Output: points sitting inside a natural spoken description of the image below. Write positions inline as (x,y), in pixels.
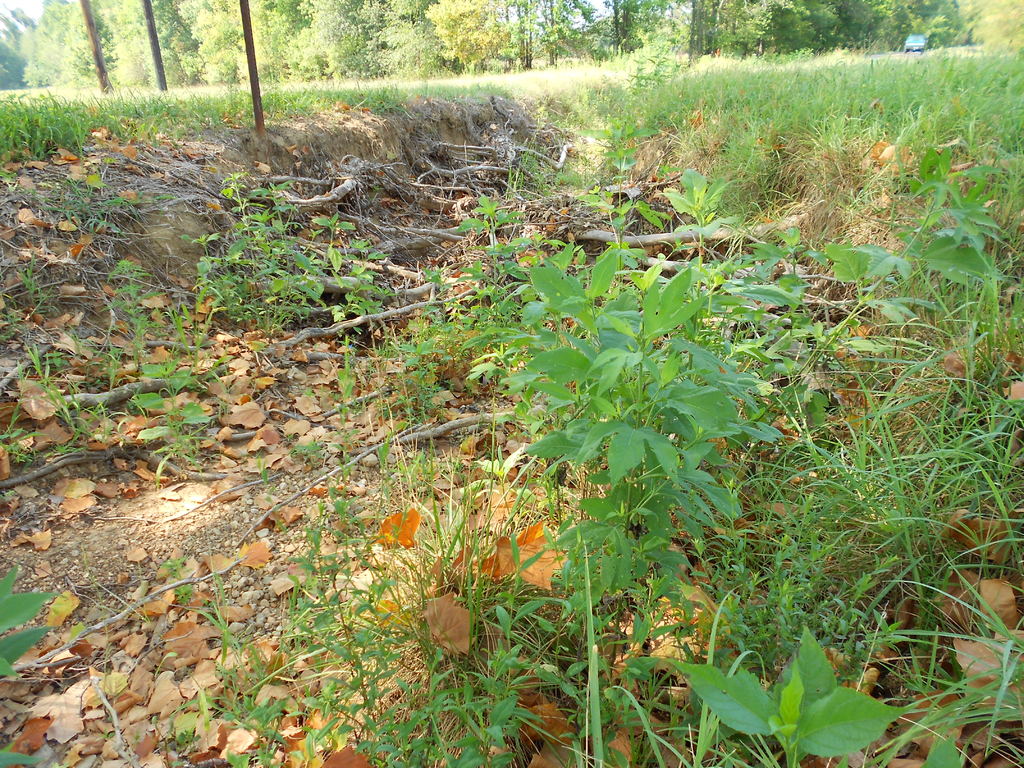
In image there is a grass (738,84) on a land (225,132), in the background (855,45) there are trees (304,57).
